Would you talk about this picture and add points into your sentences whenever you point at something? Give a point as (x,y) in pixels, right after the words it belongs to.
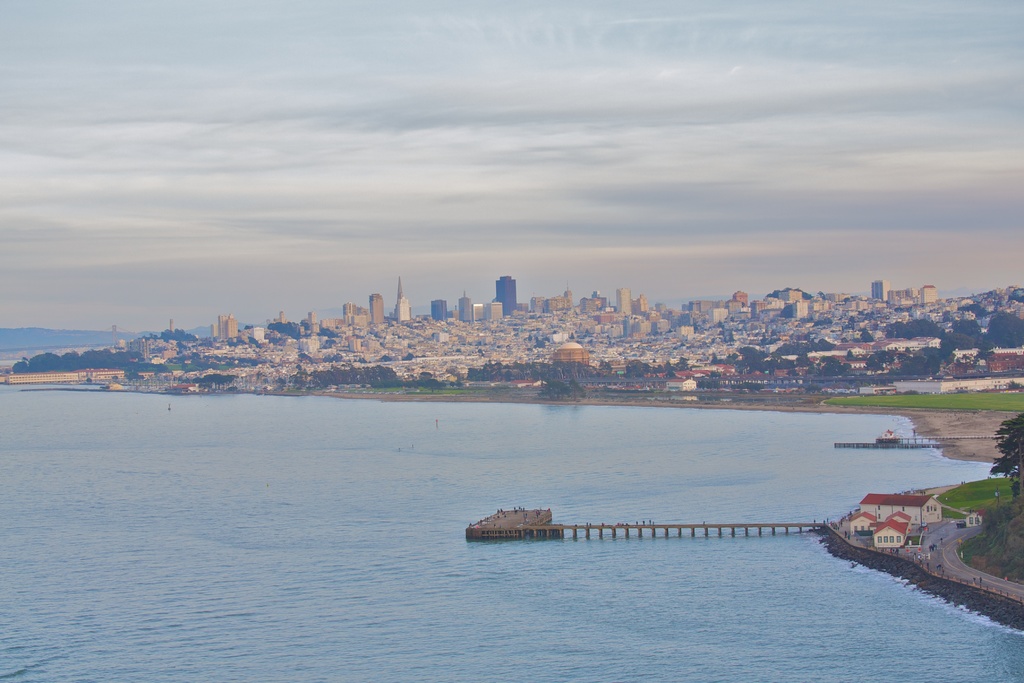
In this image, we can see buildings (376,303), trees (827,372) and there are towers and we can see vehicles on the road (968,576) and there are bridges (500,522). At the top (332,105), there is sky (332,105) and at the bottom (241,523), there is water (217,565).
